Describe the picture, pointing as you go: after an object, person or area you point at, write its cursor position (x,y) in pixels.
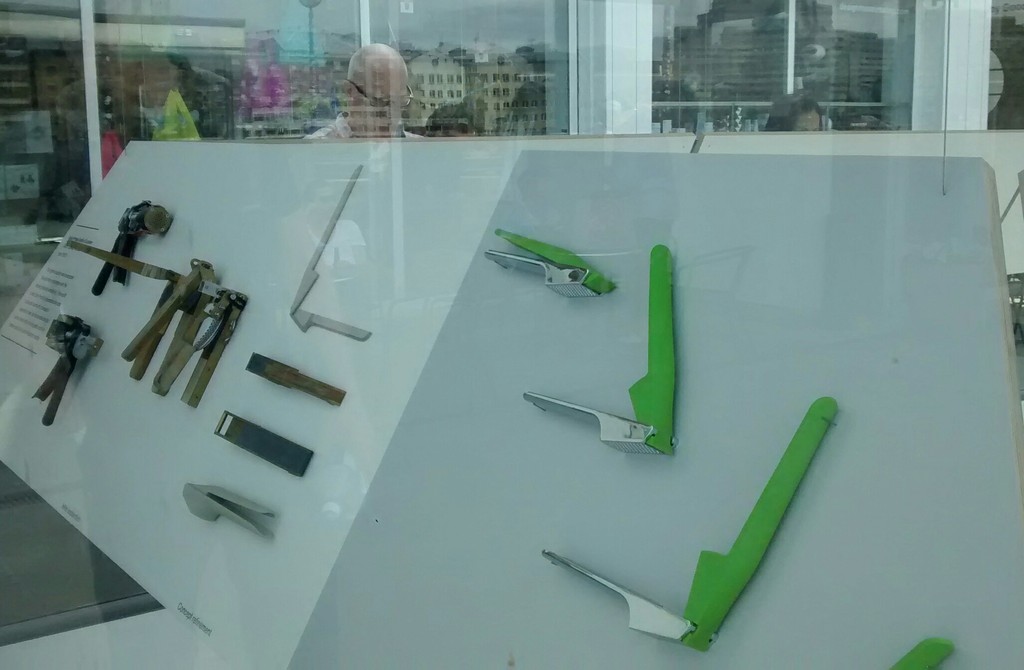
In this picture I can see some tools (304,320) and a paper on the board (439,238), there are group of people (779,112) standing, and there is a reflection (319,1) of buildings (486,76) and sky (441,20).
